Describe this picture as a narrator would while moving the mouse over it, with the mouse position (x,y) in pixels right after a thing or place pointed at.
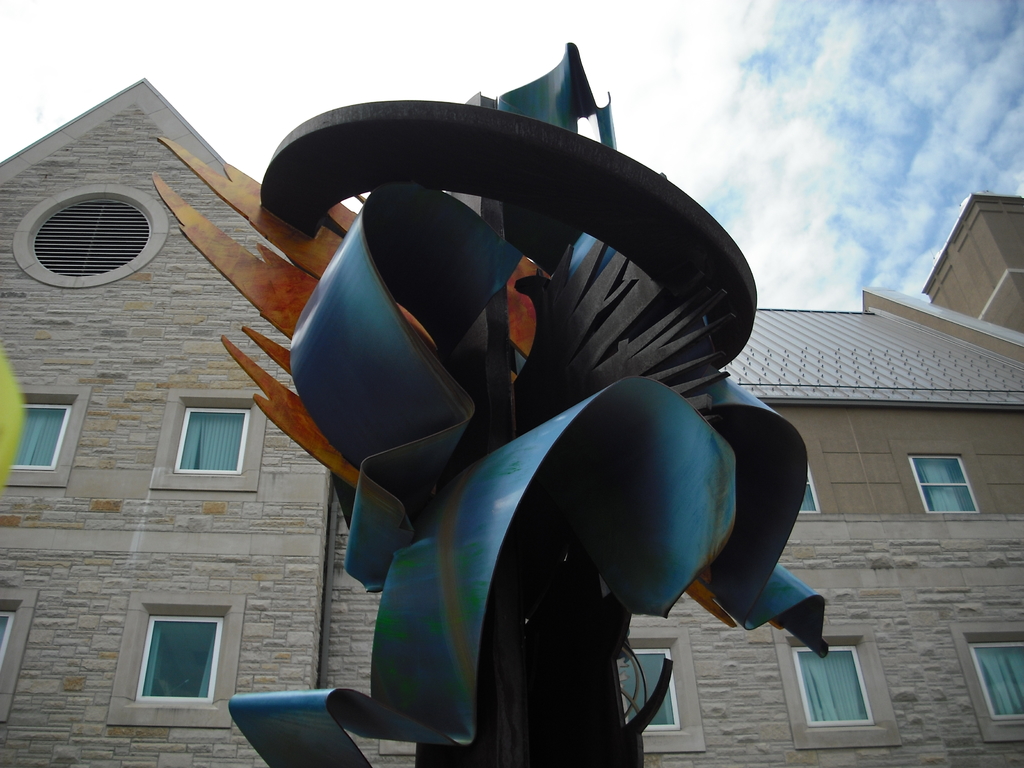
In this image we can see a statue (535,540). In the background (249,621), we can see a building (974,342) with a roof (926,401) and group of windows (219,454) and a cloudy sky (871,159).
